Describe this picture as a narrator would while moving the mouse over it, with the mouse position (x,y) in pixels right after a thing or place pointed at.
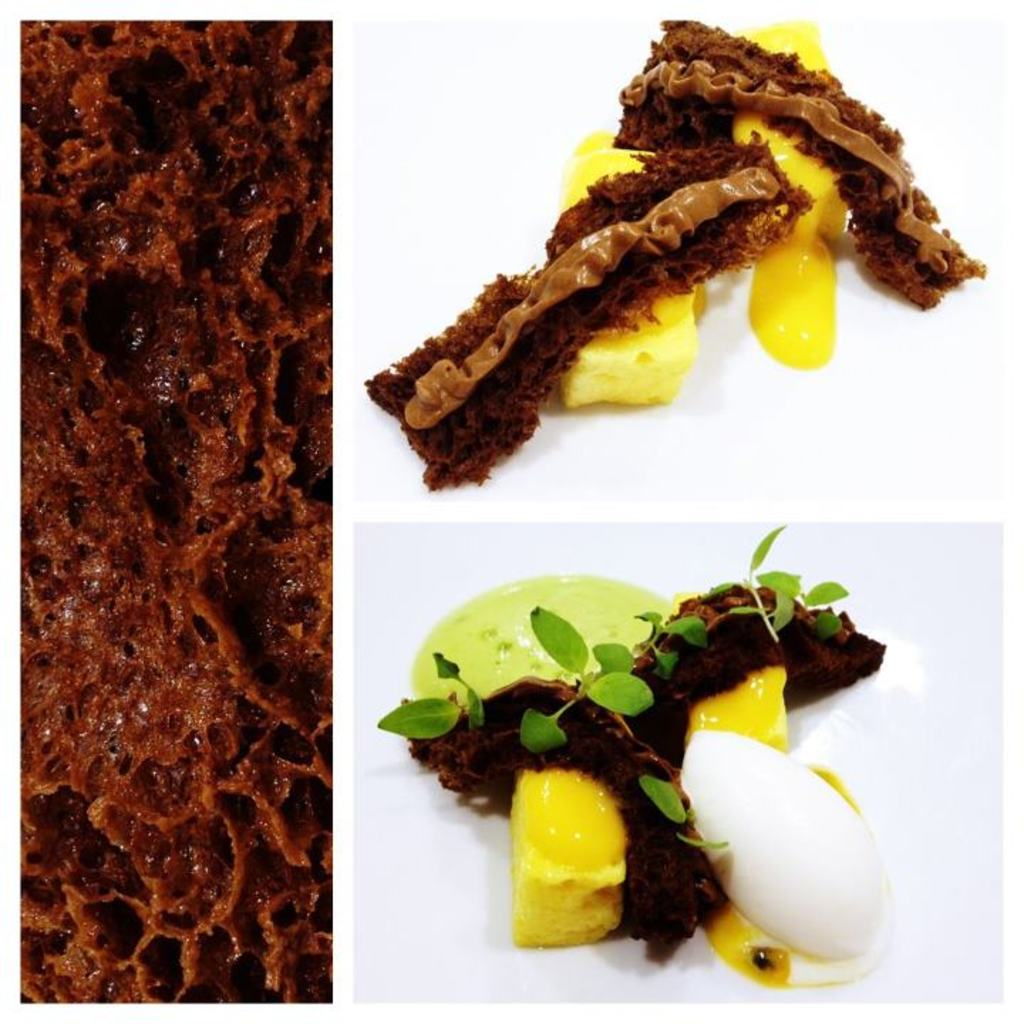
There is a collage image of different pictures. In these pictures, we can see some food (631,190).
